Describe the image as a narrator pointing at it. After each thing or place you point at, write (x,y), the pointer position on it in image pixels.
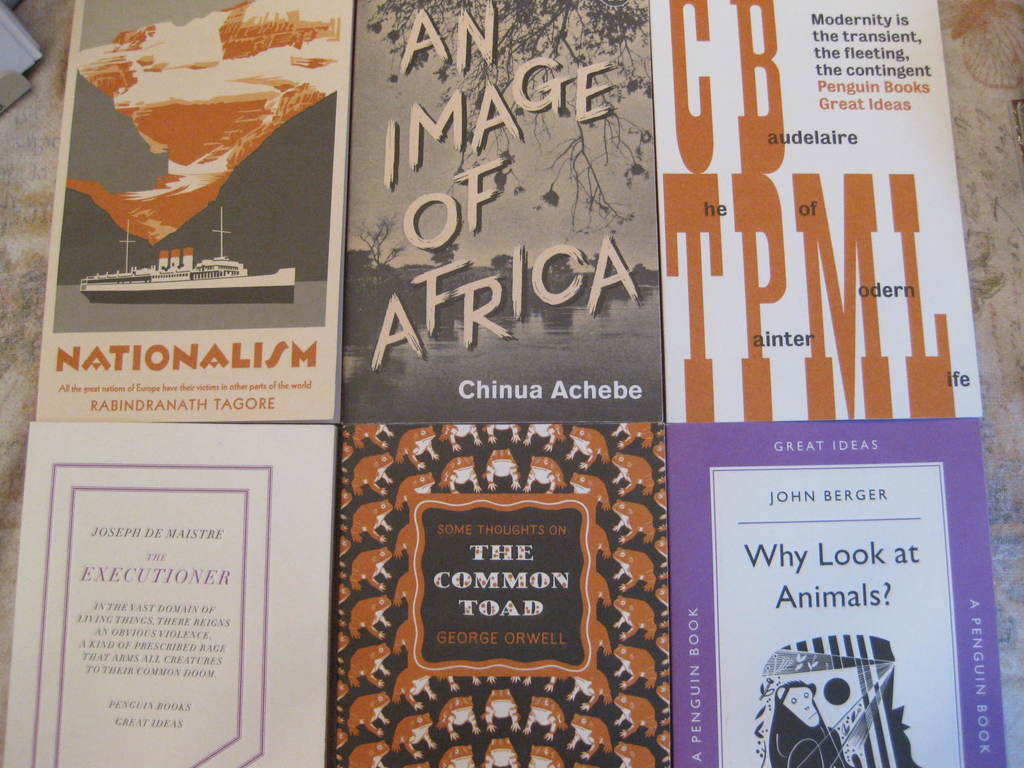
In this image there are six books (492,435), the title of the first book (194,188) is Nationalism, the title of the second book (489,180) is An Image Of Africa, the title of the third book (793,237) is C B TPML, the title of the fourth book (171,588) is The Executioner, the title of the fifth book (456,590) is The Common Toad, the title of the sixth book (813,605) is Why Look At animals.
